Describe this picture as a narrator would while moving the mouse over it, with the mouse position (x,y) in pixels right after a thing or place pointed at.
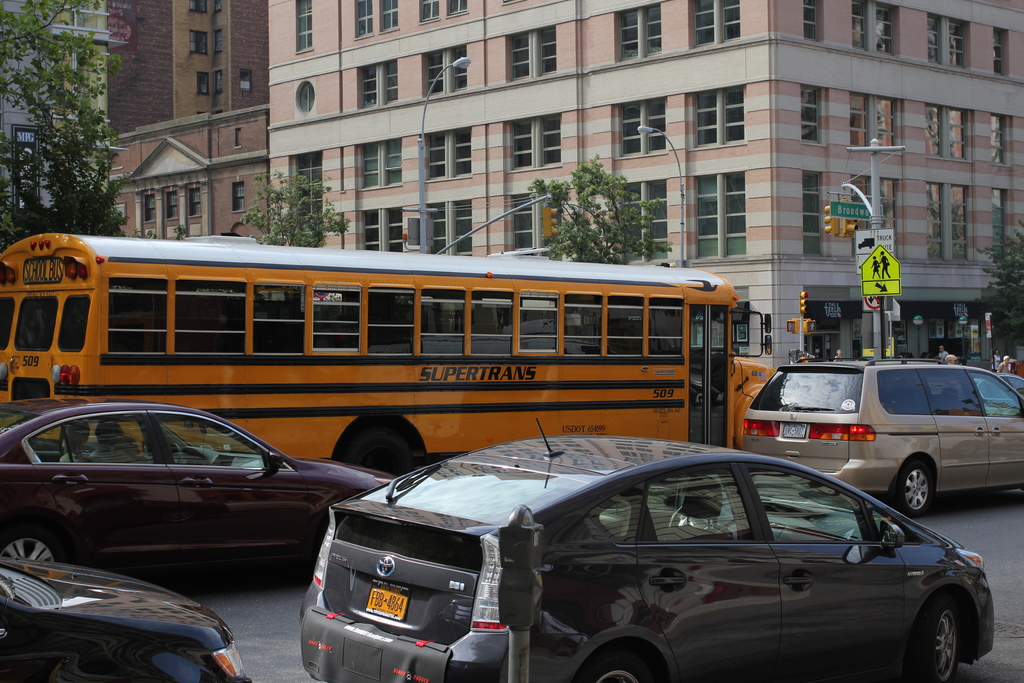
In this image we can see some vehicles (229,467) moving on the road (998,531), at the foreground of the image (533,540) there is parking token machine (507,594) and at the background of the image (356,154) there are some buildings (362,216) and trees (64,58).
